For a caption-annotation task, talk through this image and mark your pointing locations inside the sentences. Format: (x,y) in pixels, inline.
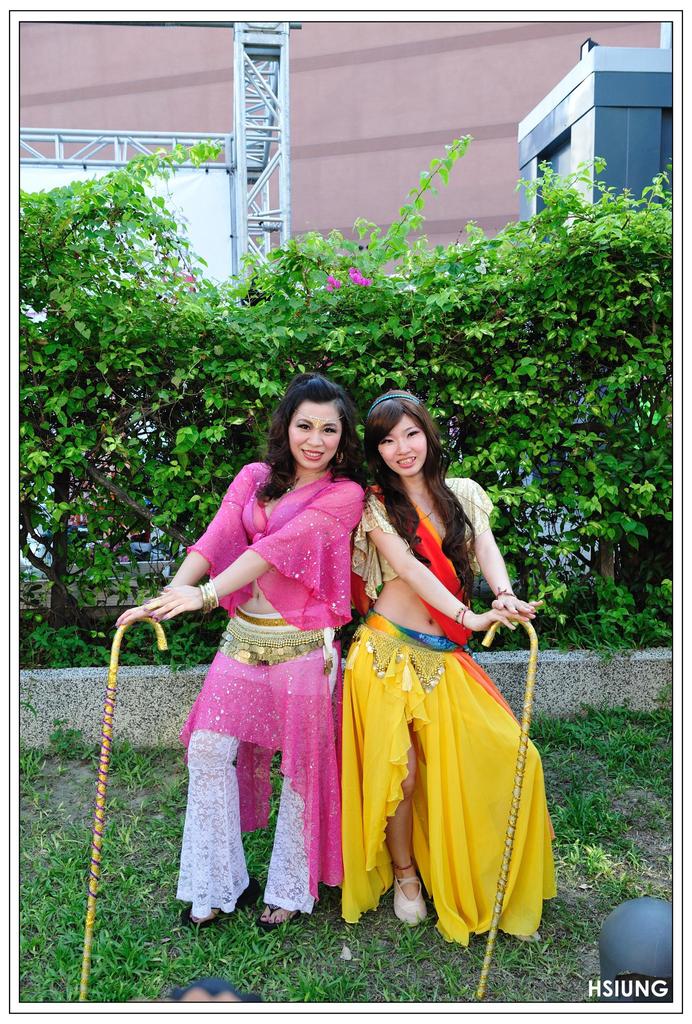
At the bottom of the image (149,880) we can see grass (178,879). In the middle of the image (355,415) two women (386,410) are standing and holding sticks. Behind them we can see some plants (427,408). Behind the plants (584,183) we can see a building (188,75) and poles (254,49).
